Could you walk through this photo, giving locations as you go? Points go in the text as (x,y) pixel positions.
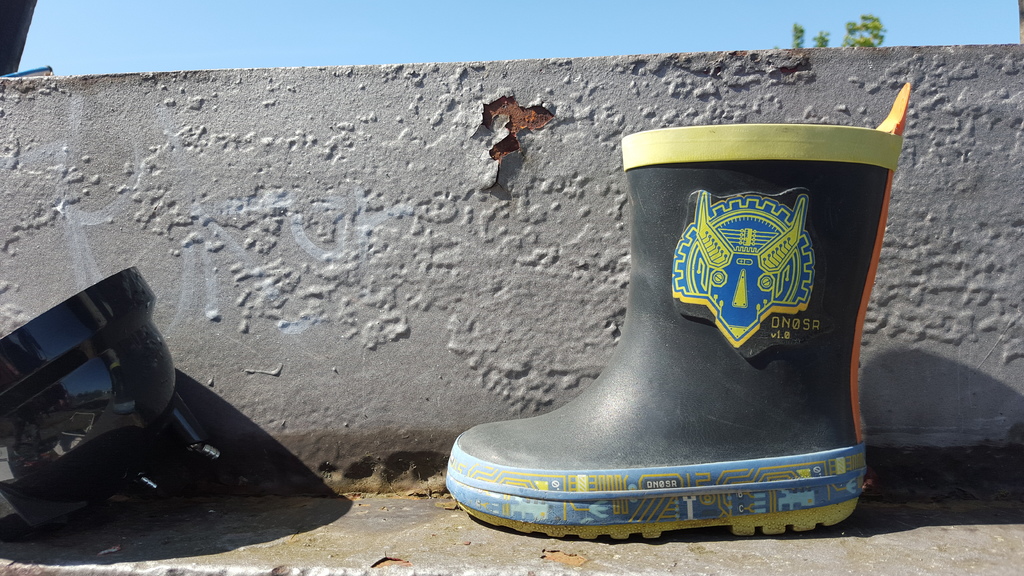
In this image I can see the plastic boot (657,360) in yellow and black color and I can also see some object (104,430) in black color. In the background (390,241) the wall (344,178) is in gray color and the sky (377,39) is in blue color and I can also see few trees (849,43) in green color.
